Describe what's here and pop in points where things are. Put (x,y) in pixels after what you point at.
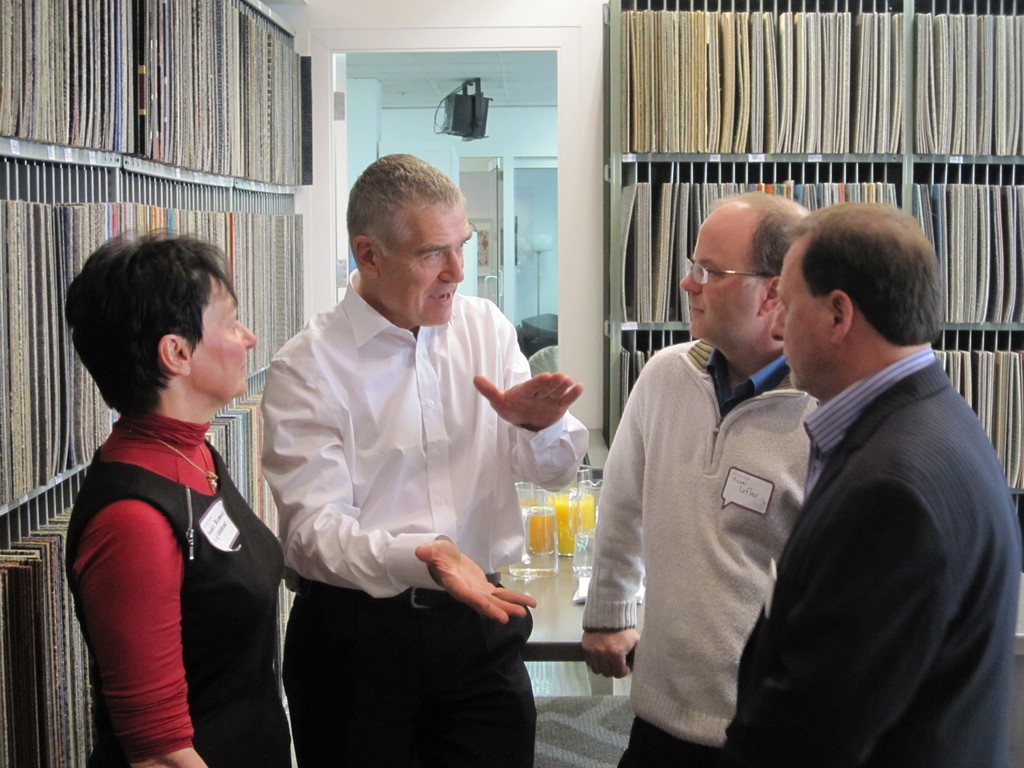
In this image we can three men (840,659) and a woman (288,743) standing. In the background (983,102), we can see many books (925,106) placed on the racks (911,7). We can also see the ceiling (510,65) with the light (453,126).
